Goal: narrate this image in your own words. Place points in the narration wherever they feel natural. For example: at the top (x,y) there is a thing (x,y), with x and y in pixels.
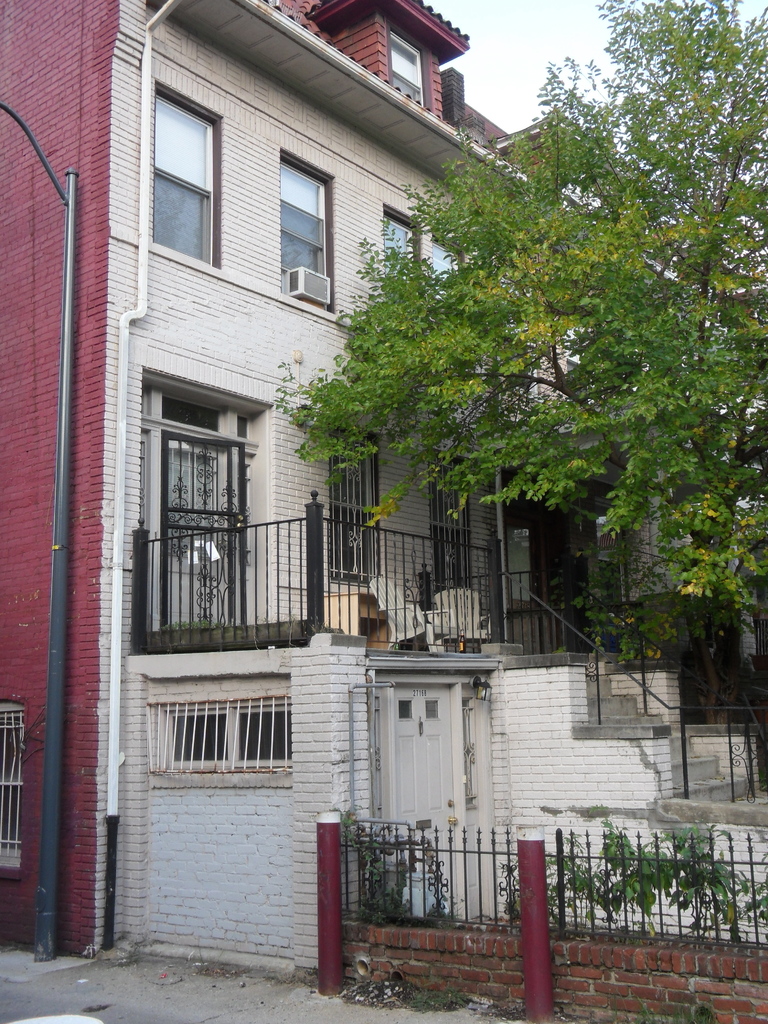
In this picture, we can see a building (215,322) with doors (422,786), windows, we can see some objects (117,463) attached to it like pipes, air conditioner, and we can see stairs (590,730), fencing (488,573), plants (643,874), and we can see ground (319,1023), tree (750,551) and the sky (537,106).
